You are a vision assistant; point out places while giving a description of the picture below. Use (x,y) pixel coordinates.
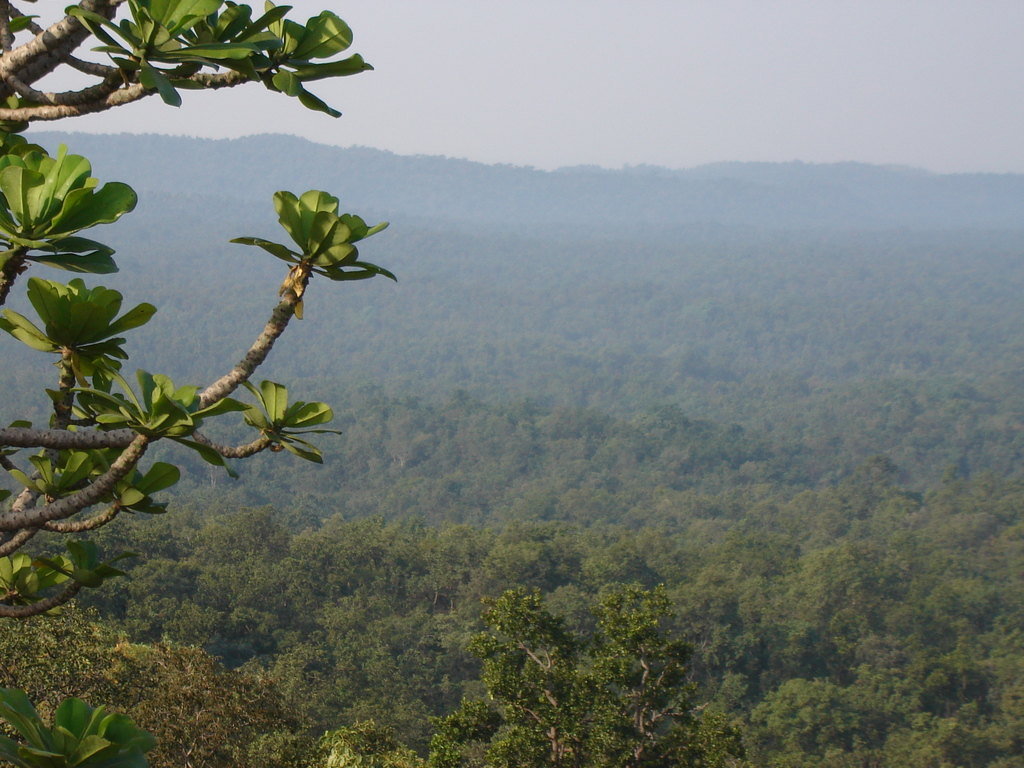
On the left (90,202) we can see leaves (90,202) and branches (68,435) of a tree (85,755). This is a picture which is looking like a forest (493,312). In this picture we can see trees (731,202). In the background (557,66) at the top (628,71) it is sky (546,121).
